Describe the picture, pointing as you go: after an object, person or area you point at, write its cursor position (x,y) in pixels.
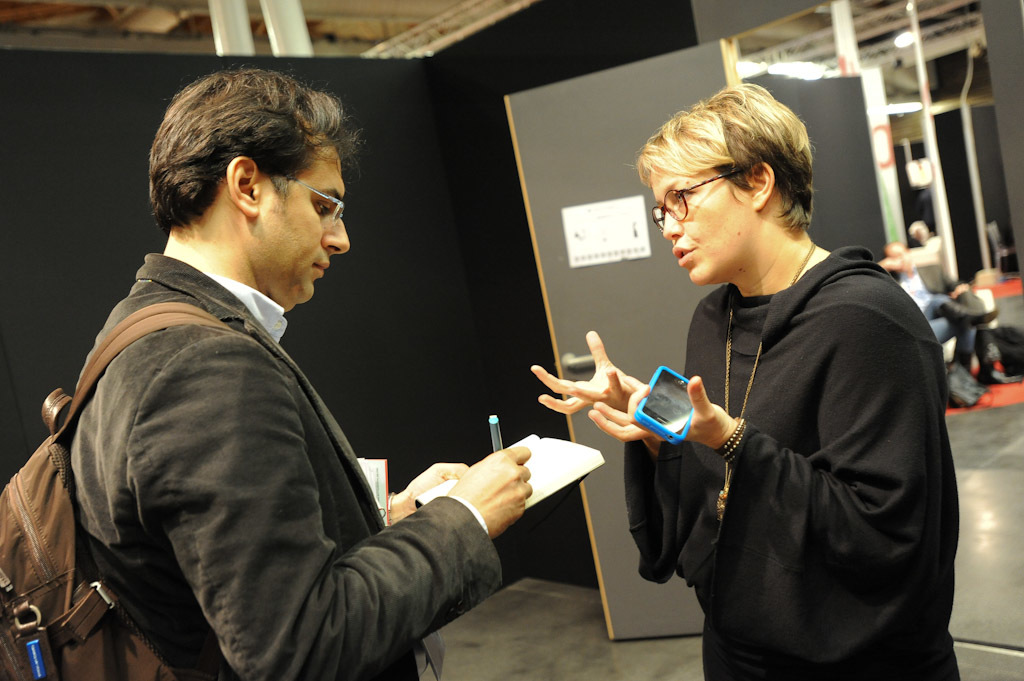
In this image, we can see a few people (700,567). We can see the ground (615,658). We can see a door (616,223) with a poster (607,229). We can see the black colored wall (322,335). We can see some poles (276,46) and the roof (474,16). We can see some lights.
